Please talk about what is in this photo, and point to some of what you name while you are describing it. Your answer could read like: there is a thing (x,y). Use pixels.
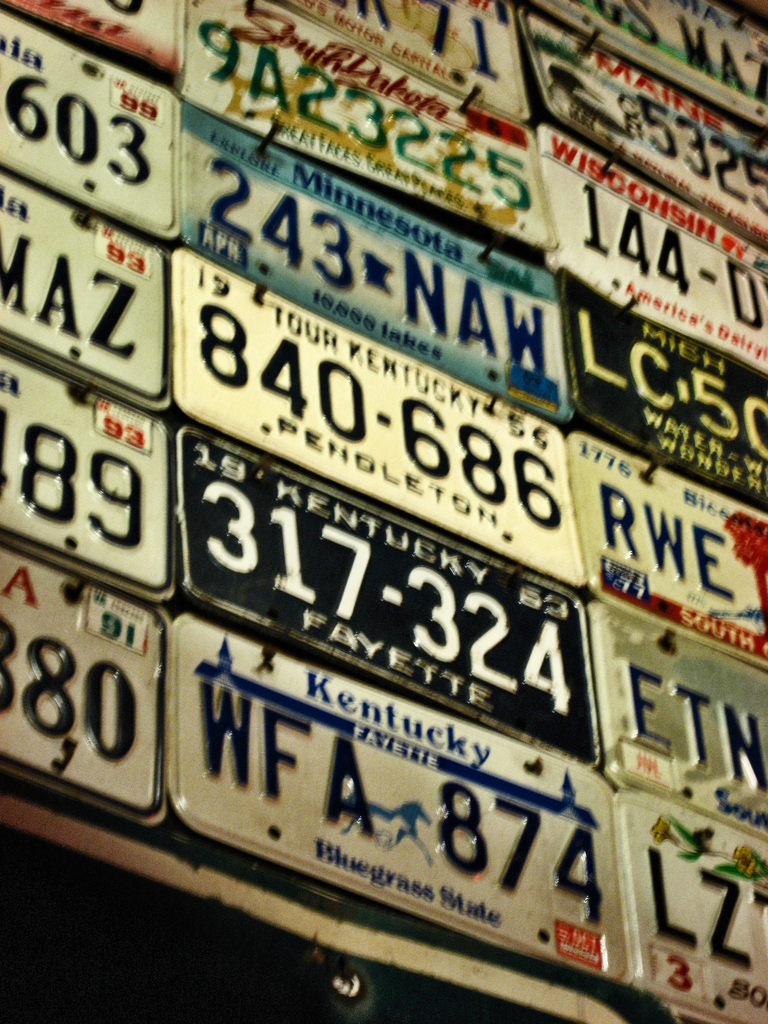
In this image there are number plates (87,566) on a wall (132,830). There are numbers (280,513), text (310,496) and pictures (566,796) on the number plates (302,444).
